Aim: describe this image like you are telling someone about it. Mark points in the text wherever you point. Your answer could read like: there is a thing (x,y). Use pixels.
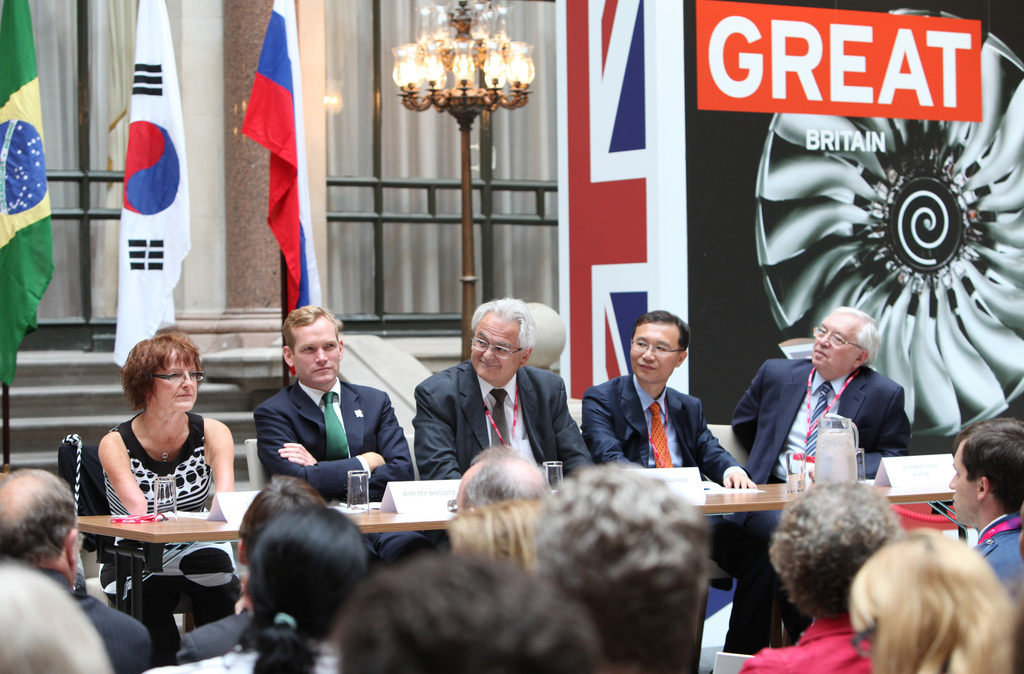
In this image we can see a group of people (698,430) are sitting, and smiling, in front (880,494) here is the table (741,507), and glass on it, at the back (426,94), here are the flags (298,86), here is the chandelier (421,82), here are the lights (410,89), here are the group of people (851,527) sitting, here is the staircase (92,434).
